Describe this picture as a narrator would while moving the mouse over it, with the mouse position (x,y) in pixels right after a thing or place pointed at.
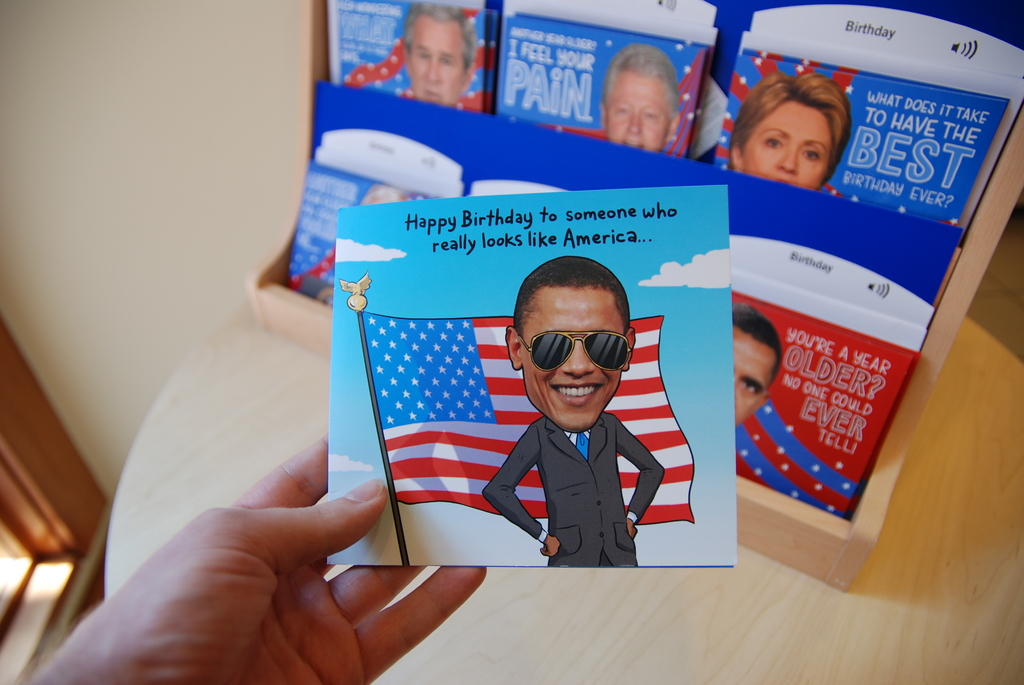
In this image, there is a hand (195,628) holding a paper (439,398) contains a person (571,407) in front of the flag (521,423). There is a table (775,585) contains some cards (830,138).
